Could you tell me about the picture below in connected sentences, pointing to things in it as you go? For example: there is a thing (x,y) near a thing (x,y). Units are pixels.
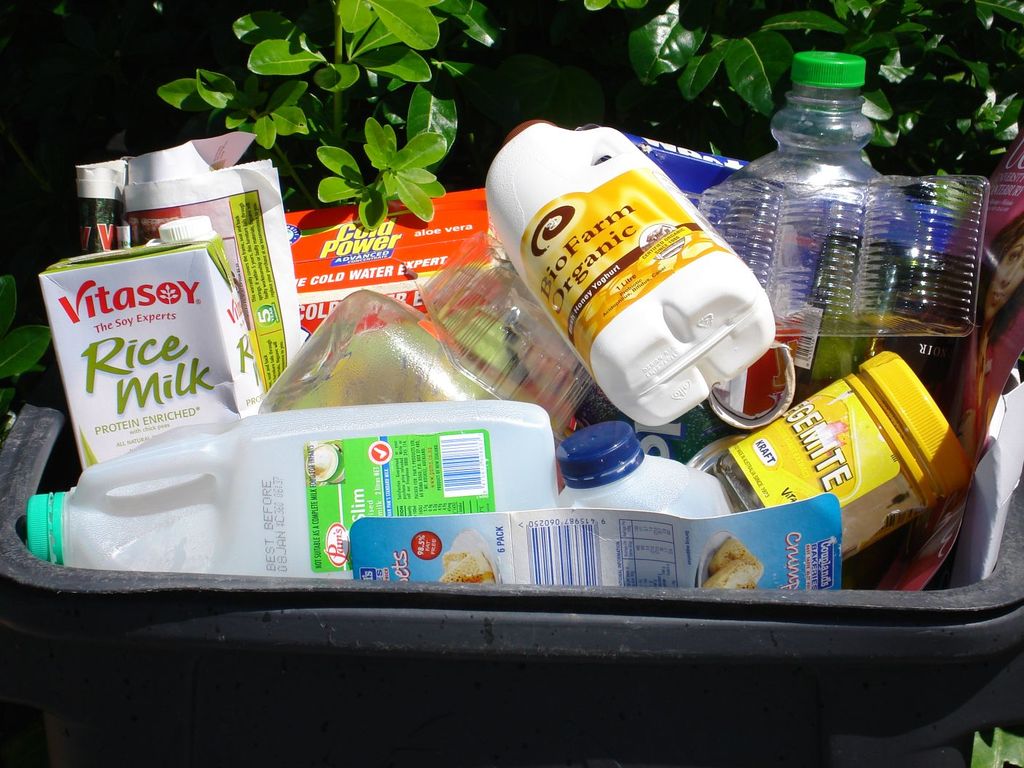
In this image there are plastic boxes (543,391) in the tub (469,655) which is black in colour in the center (374,442) and at the bottom (1007,750) there is a leaf (994,751). At the top (471,93) there are leaves (510,62).
